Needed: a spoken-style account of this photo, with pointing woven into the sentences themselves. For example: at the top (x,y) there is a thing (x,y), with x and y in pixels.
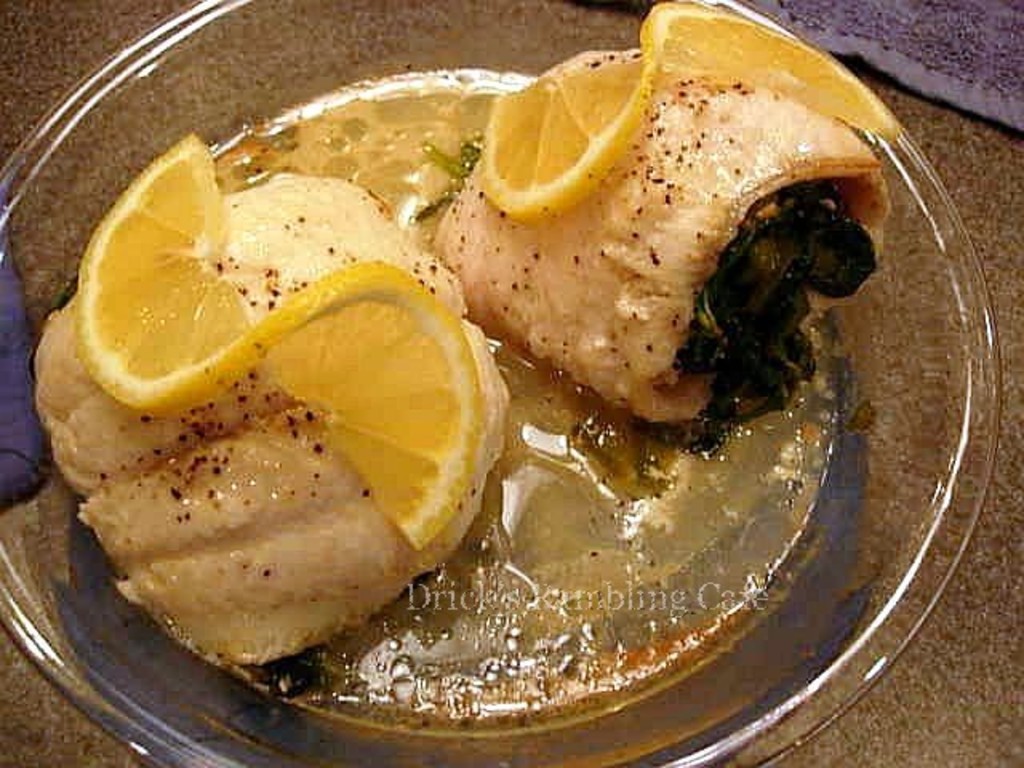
In the image there is some food item (633,283) served in a glass bowl (56,541), there is a cloth (939,60) beside the bowl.
